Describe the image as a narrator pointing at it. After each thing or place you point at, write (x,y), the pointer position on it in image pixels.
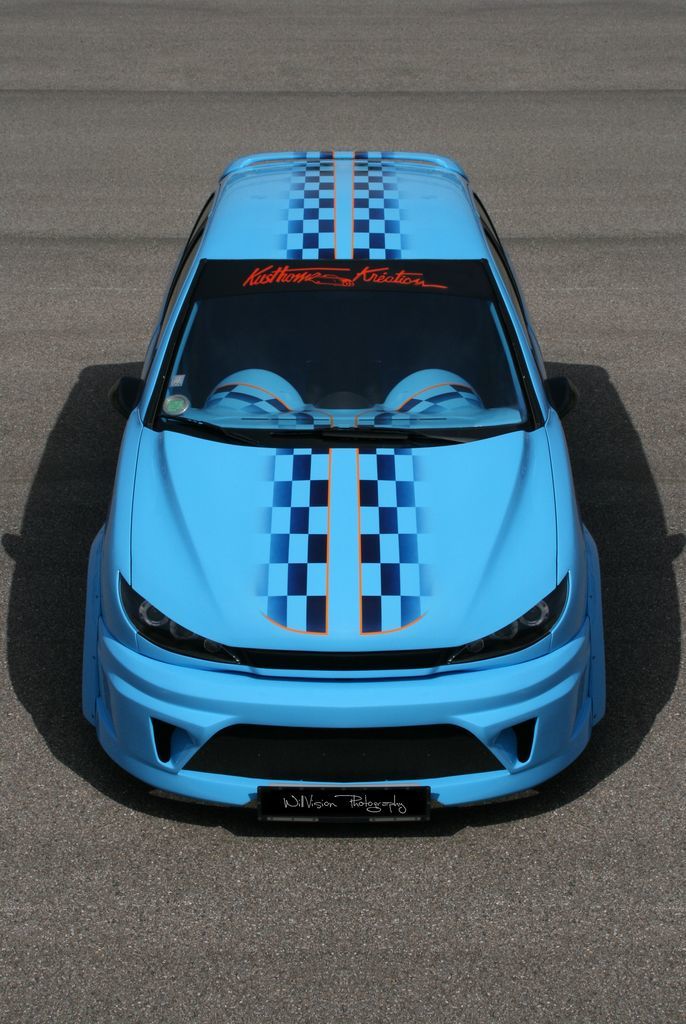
In the middle (385,678) I can see a car (539,400) on the road (345,146). This image looks like an animated photo.
